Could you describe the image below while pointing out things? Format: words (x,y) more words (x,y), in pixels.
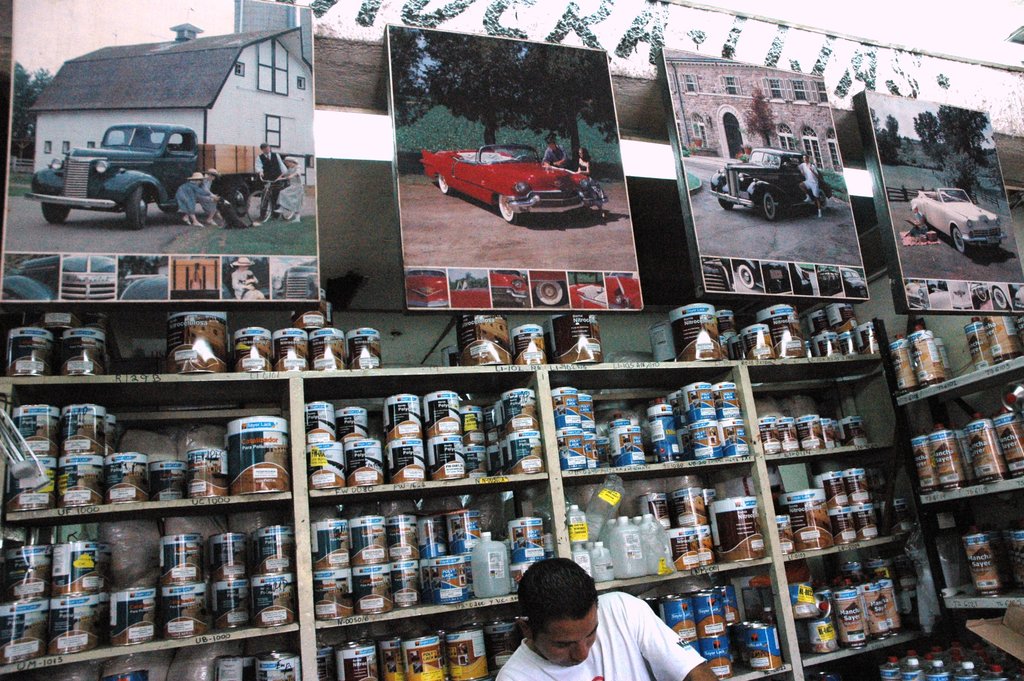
In this image we can see a person (599,610). In the back (260,433) there are racks (885,489) with bottles (774,444). And there are photo frames (204,209). On the photo frames (496,174) we can see vehicles (84,168), people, buildings (751,132) and trees (487,130).
